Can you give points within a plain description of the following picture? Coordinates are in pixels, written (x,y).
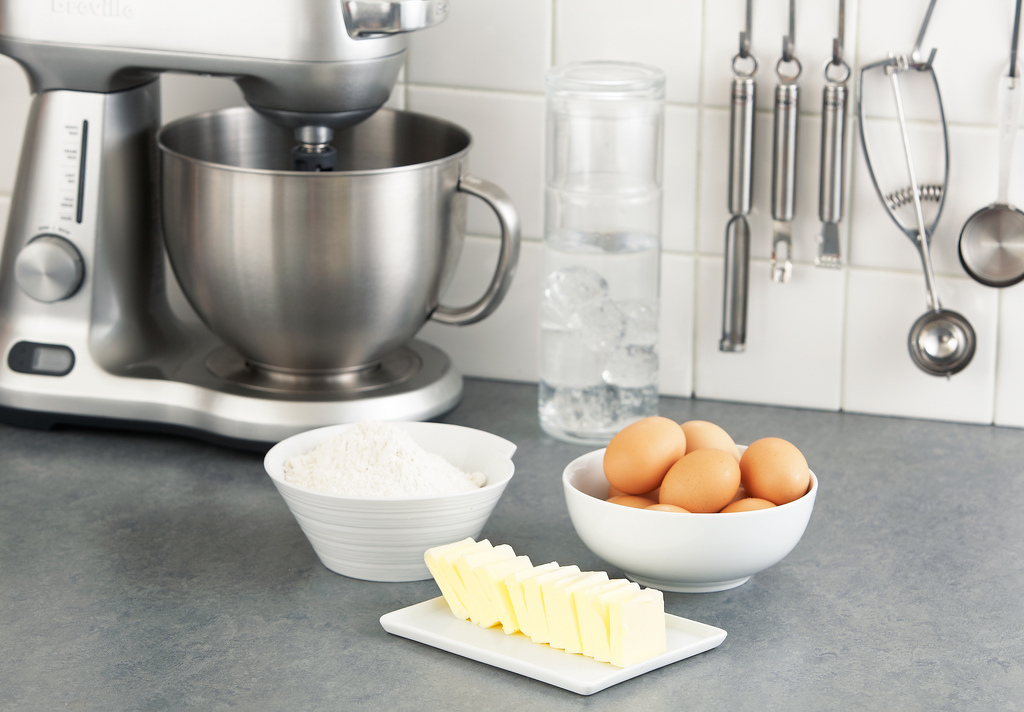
In the image there is a bowl (357,535) with flour (421,476). There is a plate (403,617) with butter slices (578,610). Behind that there is a bowl (675,514) with eggs (639,450). On the left side of the image (270,100) there is dough mixer (306,202). Beside the dough mixer (411,235) there is a bottle (591,271) with water (613,341) and ice cubes (613,341). Behind the bottle (633,86) there is a wall (663,252) with white tiles (768,356) and also there are few steel objects (736,79) hanging.
